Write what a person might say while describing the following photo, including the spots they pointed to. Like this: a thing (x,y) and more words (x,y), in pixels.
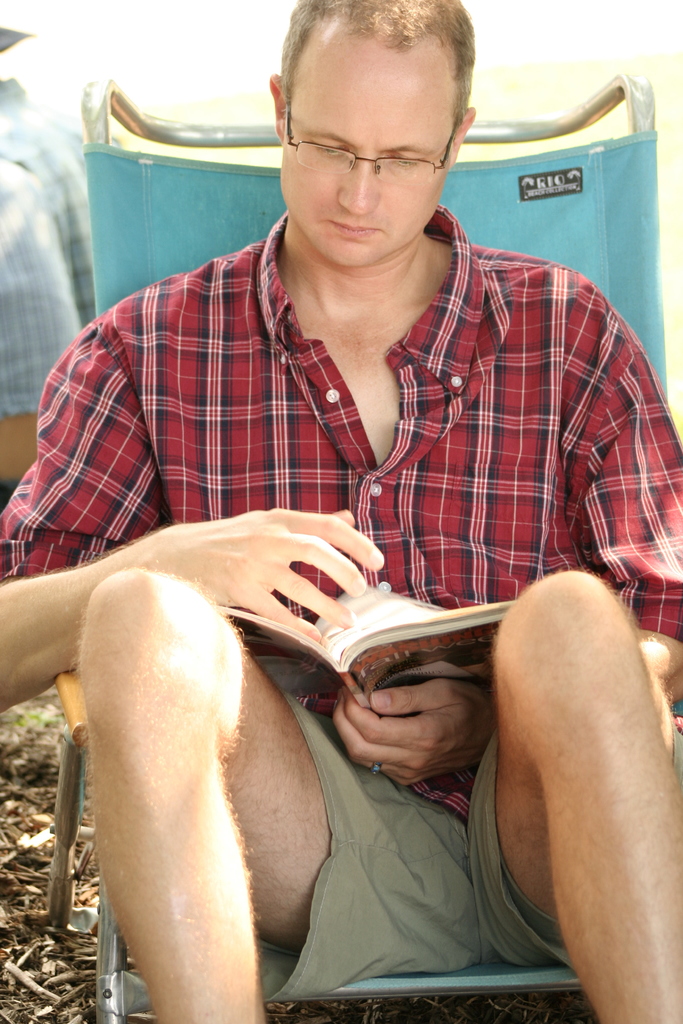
In this image in the foreground (317,743) there is one person (350,890) who is sitting on a chair (120,974) and he is holding a book (336,638) and reading, at the bottom (362,1021) there is some scrap (51,804).
